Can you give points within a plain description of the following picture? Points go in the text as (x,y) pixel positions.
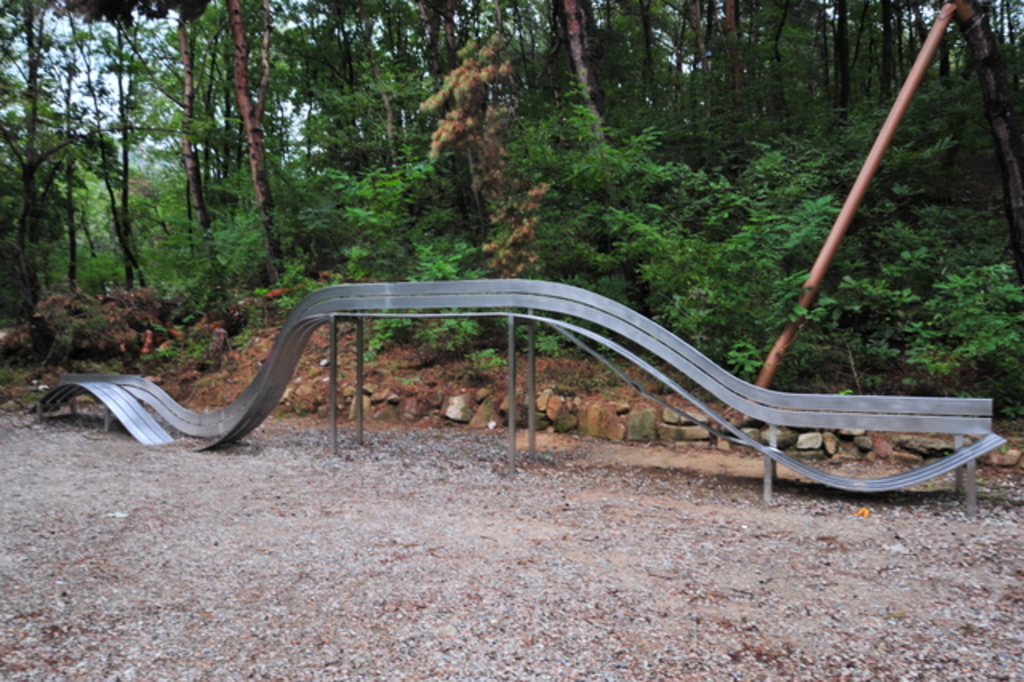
In the center of the image (430,285) we can see a metal ramp (360,417) on the ground (650,492). We can also see some stones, a pole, a group of trees (435,184) and the sky (161,95).
